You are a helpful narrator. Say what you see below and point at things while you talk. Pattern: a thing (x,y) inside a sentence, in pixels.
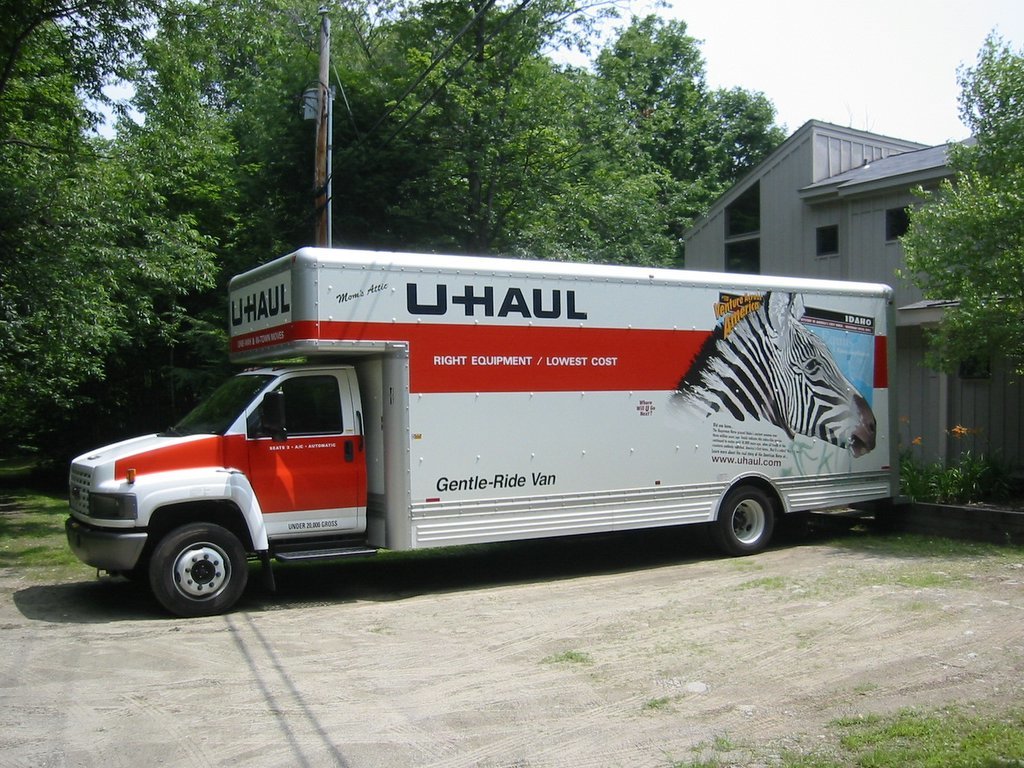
In the picture I can see truck vehicle (590,424). There is a house (895,168) on the right side (933,158). I can see an electric pole (327,79) and electric wires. In the background (491,152), I can see the trees (527,134). There are clouds (823,95) in the sky (830,97).
